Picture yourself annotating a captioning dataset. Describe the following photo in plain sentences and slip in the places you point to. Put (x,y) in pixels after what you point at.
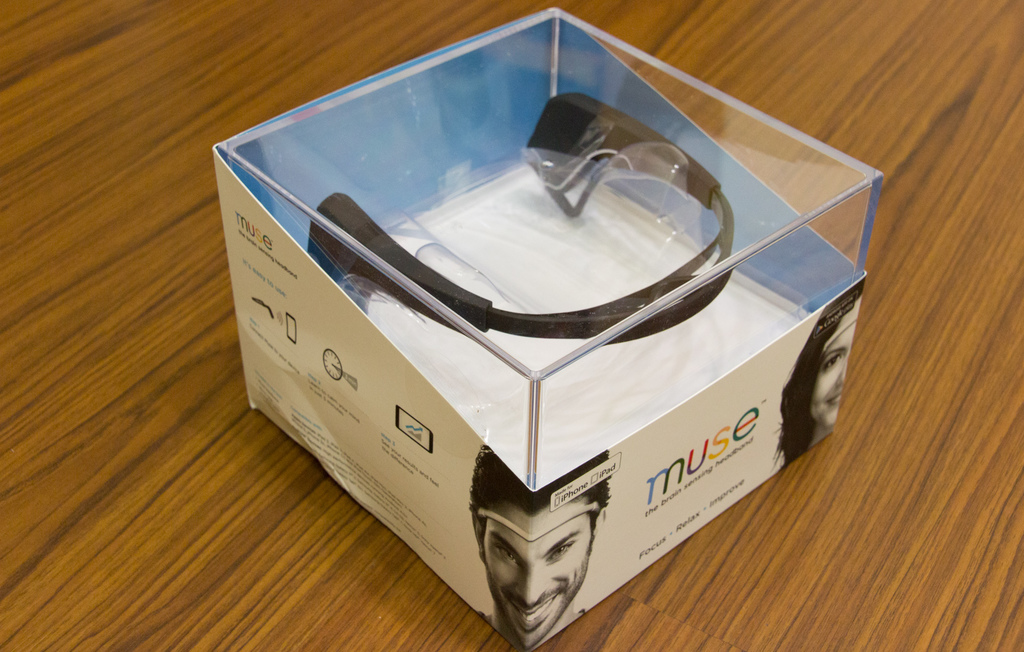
In the center of the image (431,298) we can see an object (235,166) which is packed on the table (193,417).
